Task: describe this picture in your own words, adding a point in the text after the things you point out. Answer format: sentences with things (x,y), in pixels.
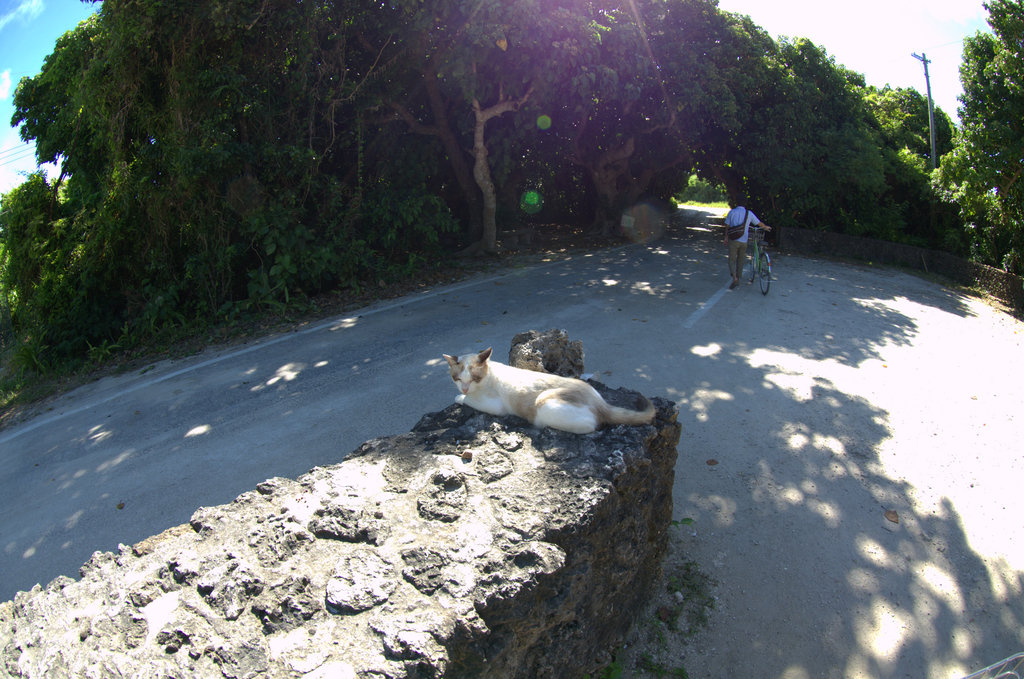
In this image, we can see a cat (498,380) is laying on the wall (463,527). Here a person (734,246) is holding a bicycle (757,269) and walking on the road (791,388). Top of the image (638,165), we can see so many trees (460,174), plants (35,352), pole (932,140) and sky (963,20).
